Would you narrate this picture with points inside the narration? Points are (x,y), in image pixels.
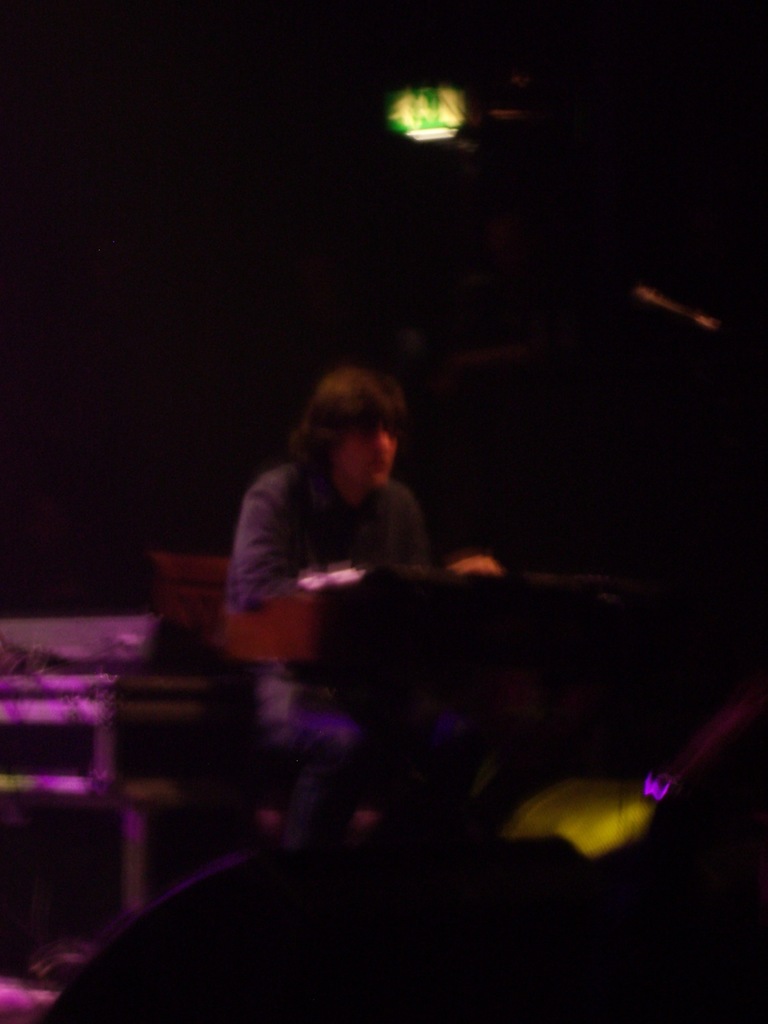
A man (349,753) is sitting on the chair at the top (448,116) it's a light (428,106).
